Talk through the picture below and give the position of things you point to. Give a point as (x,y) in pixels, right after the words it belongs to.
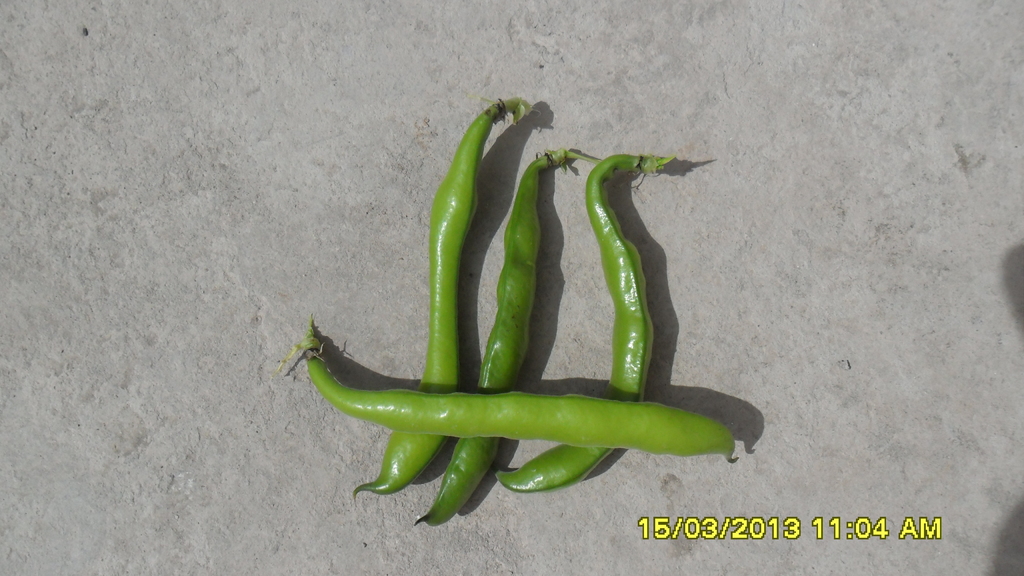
In this image there are four green color bean pods (504,335), there is text (727,526) towards the bottom of the image (745,518), there are numbers (742,525) towards the bottom of the image (792,528), the background of the image (843,498) is gray in color.
